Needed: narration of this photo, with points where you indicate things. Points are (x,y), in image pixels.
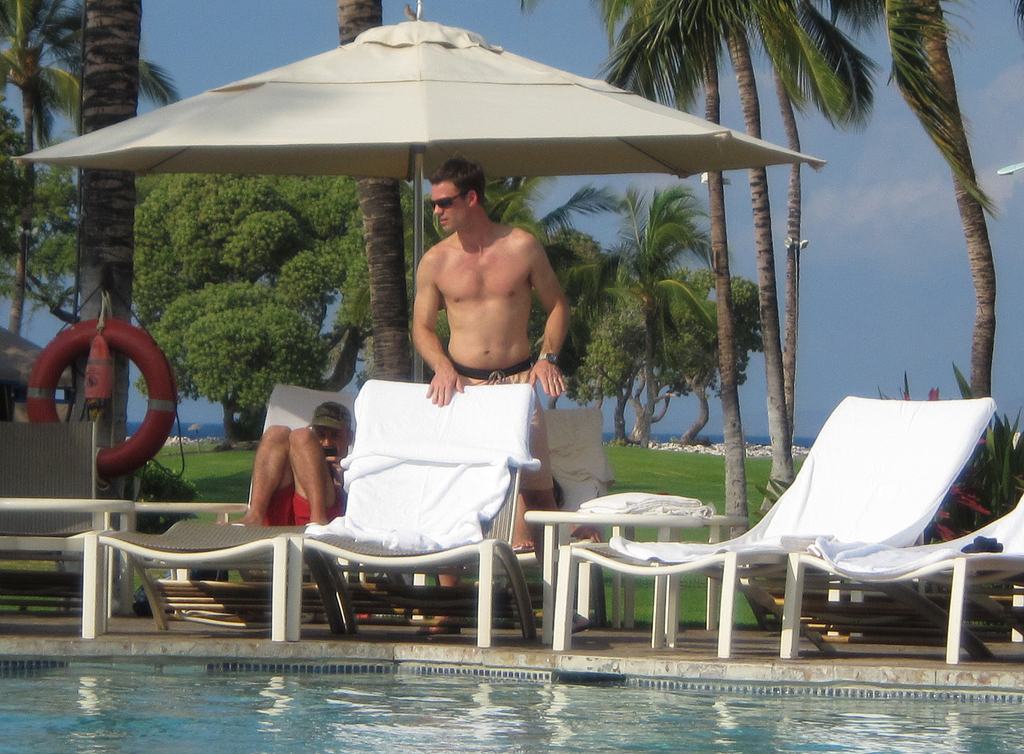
a person (485,337) is standing in front a chair (430,512). behind him there is another person (314,464) sitting. at the back (327,300) there are trees (330,255). in the front (312,730) there is water (296,714) in the pool (326,724).
